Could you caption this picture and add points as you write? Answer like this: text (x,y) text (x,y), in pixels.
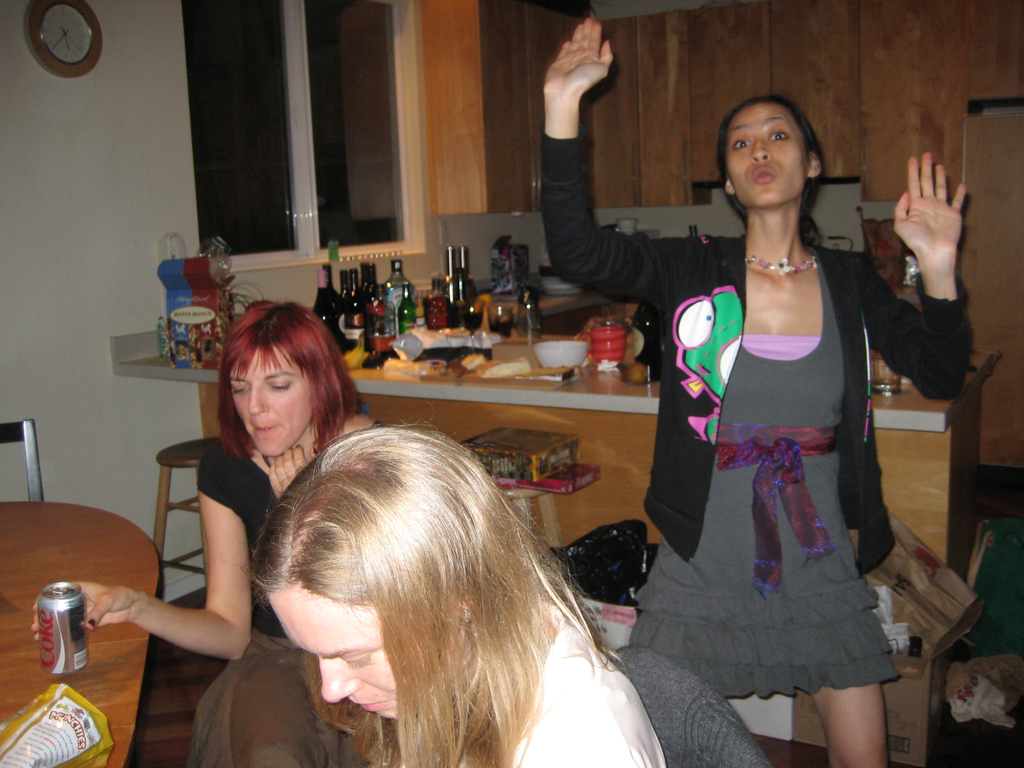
In this image I can see two persons (261,349) sitting on the chair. Background (844,695) I can see the other person (755,545) dancing wearing black color shirt (716,414). I can also see few bottles (372,298), bowls (541,352), food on the counter top (630,392). Background (74,54) I can see a clock (86,45) attached to the wall (110,194) and the wall (124,215) is in white color.
